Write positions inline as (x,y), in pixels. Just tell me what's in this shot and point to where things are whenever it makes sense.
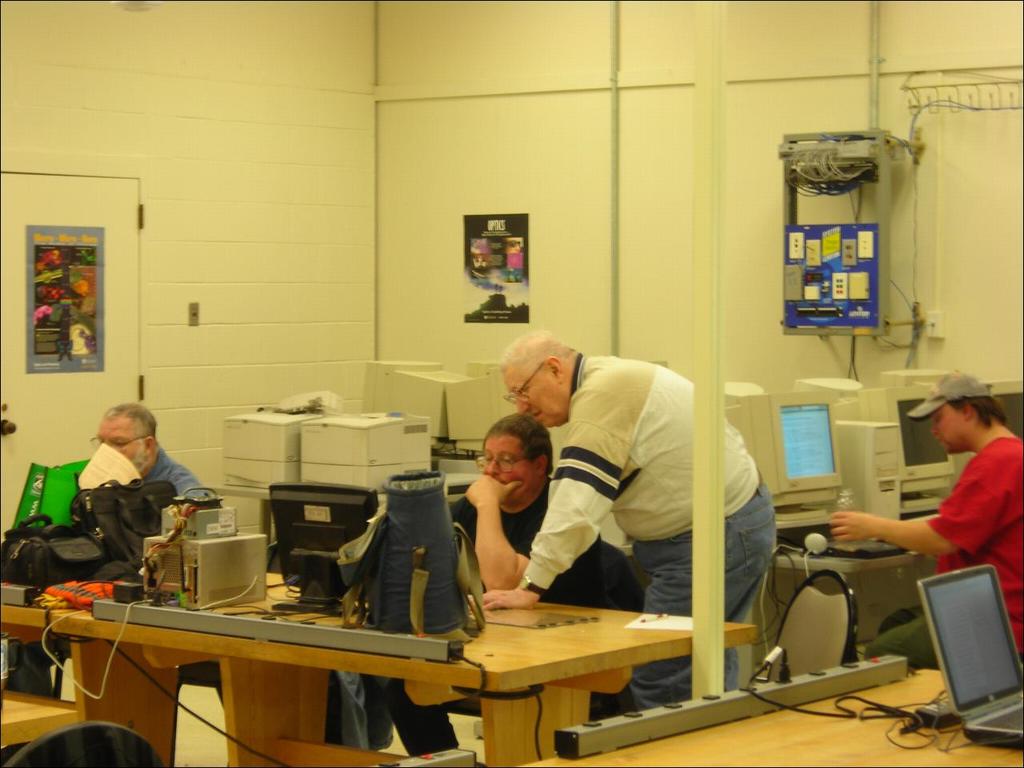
It looks like a computer lab (522,543), there are lot of computers (985,652) in the image and there are total four people (510,464), three of them are sitting and one person (651,499) is standing beside a black color shirt person (523,475), in the background (277,398) there are also some monitors (427,369) and a white color wall (284,190) and some posters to the wall (655,140) to its right side there are many wires (872,179).
